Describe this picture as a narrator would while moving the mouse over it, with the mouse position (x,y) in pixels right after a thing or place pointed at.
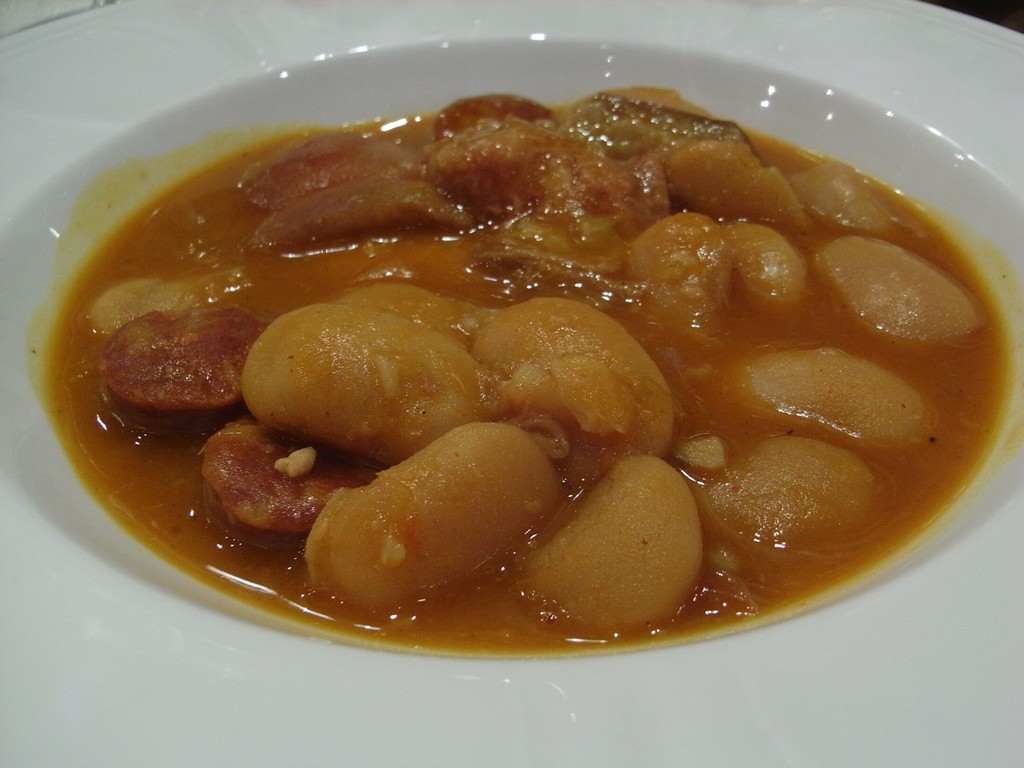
In this image I can see the food (593,547) in the plate (456,740). The food (572,445) is in brown color.
